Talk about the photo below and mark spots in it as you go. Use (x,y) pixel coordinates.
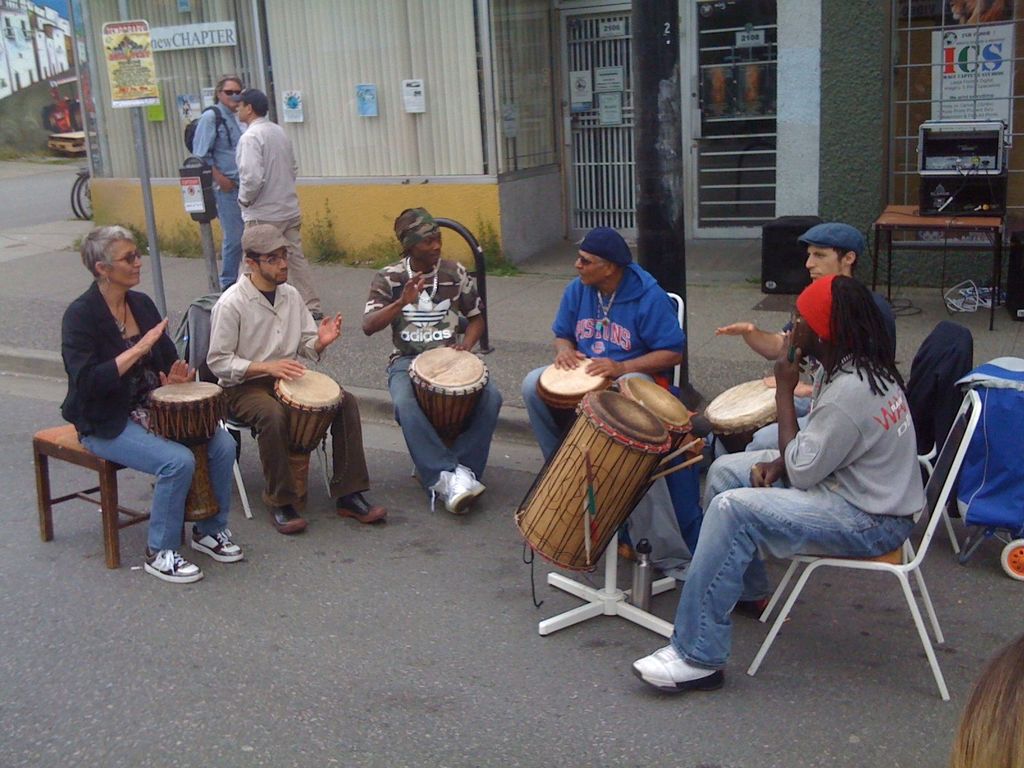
As we can see in the image, these two persons (237,168) are walking on road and there are group of people (126,404) sitting on chairs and playing drums (680,444) and there is a building (615,132) over here.
